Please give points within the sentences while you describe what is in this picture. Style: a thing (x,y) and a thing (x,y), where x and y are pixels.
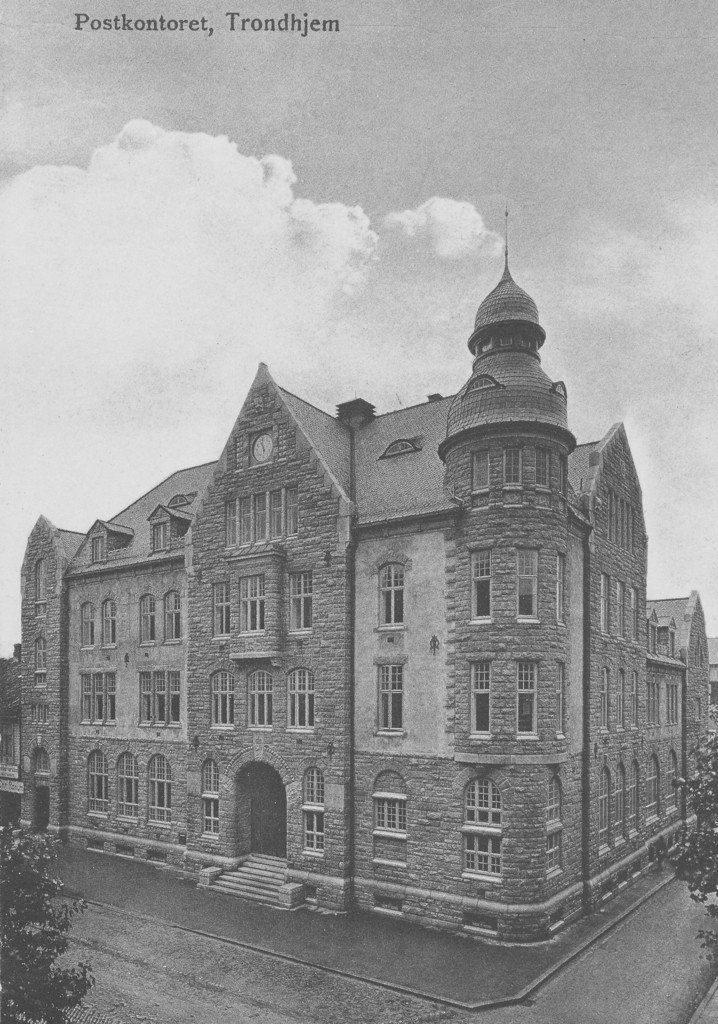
In the foreground of this black and white image, there are trees (714,826) on either side of the image and in the middle (396,508), there is a building (353,547). At the top (429,150), there is the sky (501,148).
